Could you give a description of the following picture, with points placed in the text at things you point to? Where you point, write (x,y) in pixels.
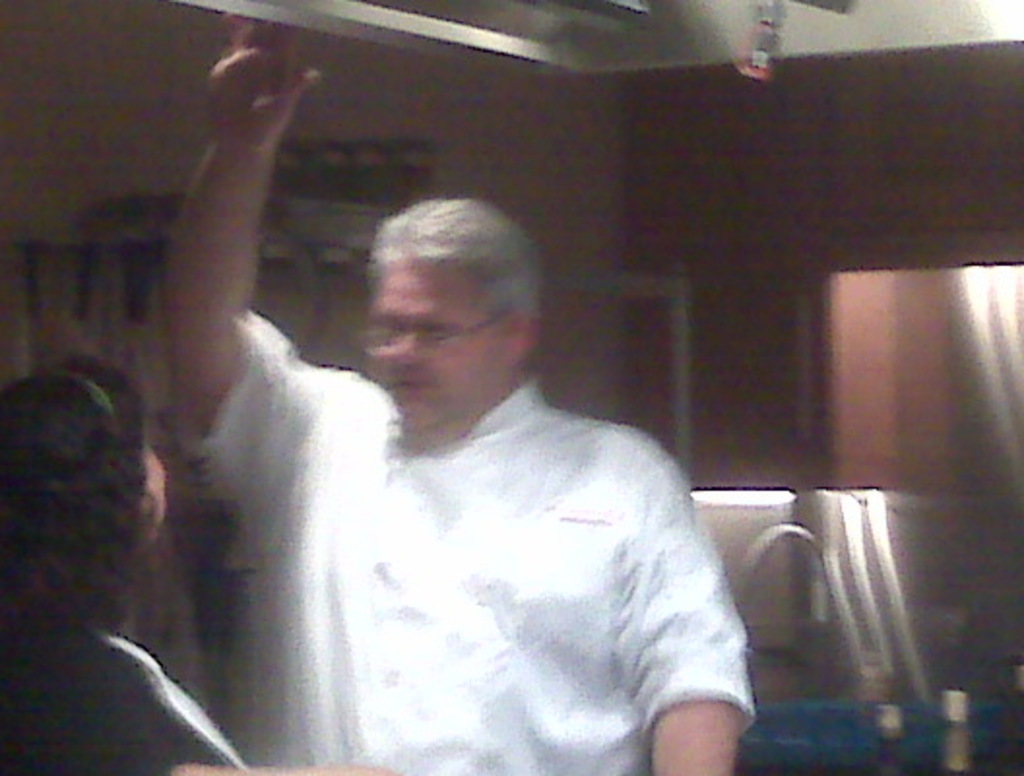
In this image we can see a man (388,446) and a woman (214,737).
